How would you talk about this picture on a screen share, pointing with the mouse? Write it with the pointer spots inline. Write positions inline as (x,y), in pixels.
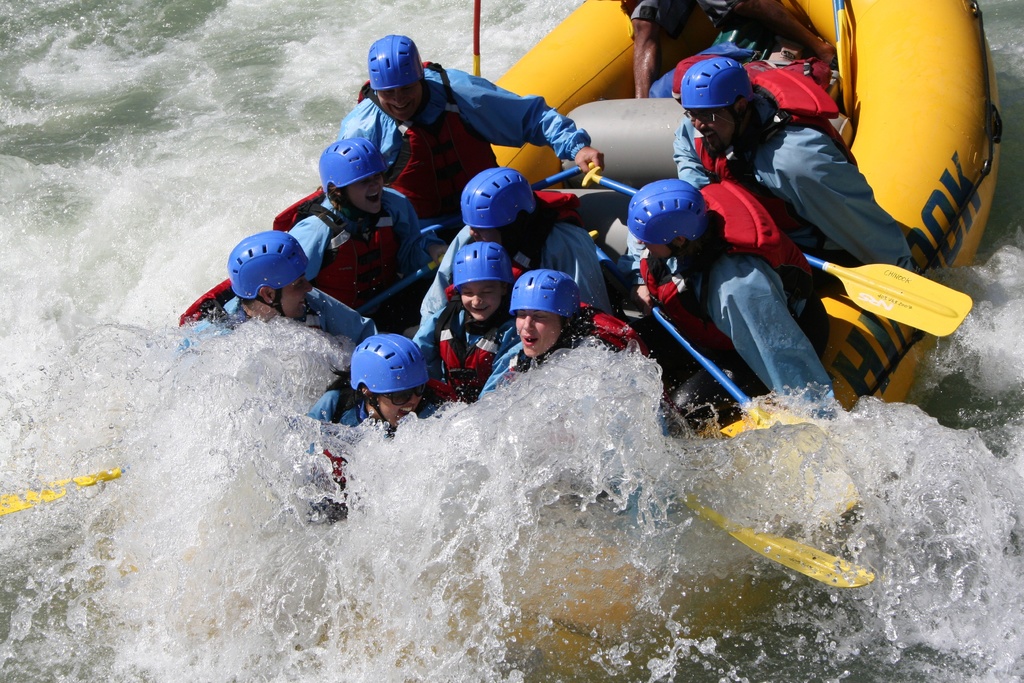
In this image we can see group of persons (350,180) are sitting, on a surf boat (524,157), they are rowing a boat (949,114) in the water (302,156).
